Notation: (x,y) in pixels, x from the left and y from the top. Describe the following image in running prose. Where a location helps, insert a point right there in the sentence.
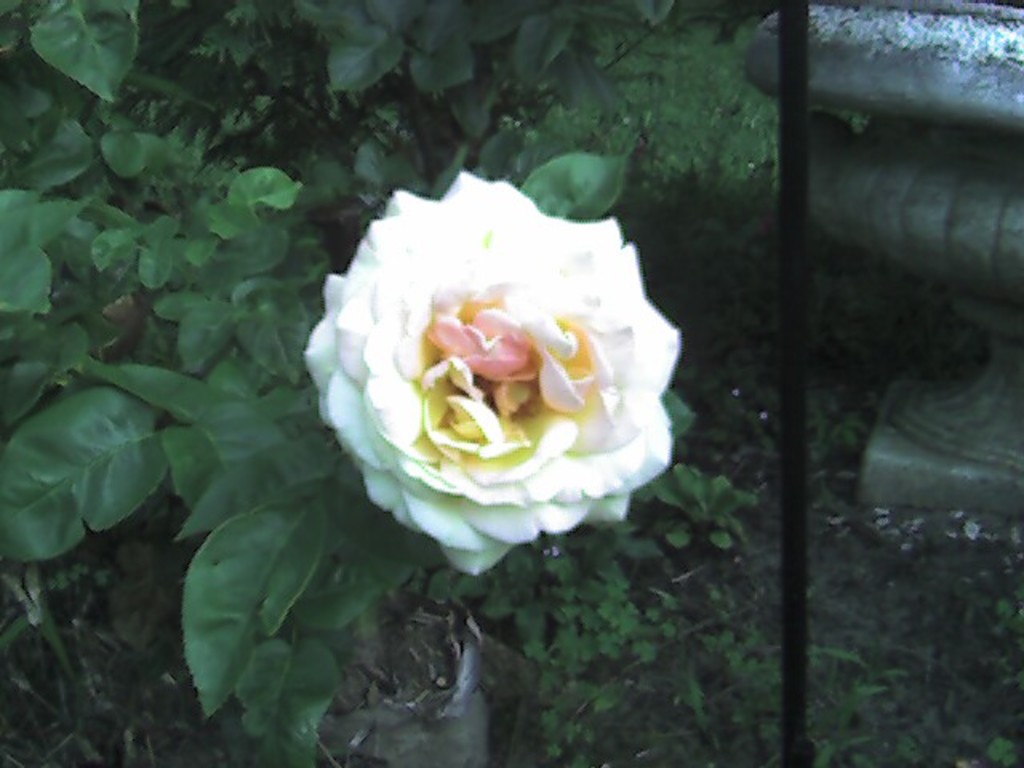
This is a zoomed in picture. In the center (512,323) there is a white color flower (510,397) and we can see the plants (567,30). In the background (803,154) there is a black color metal rod (805,442) and some other object (993,348) and the green grass (852,728).
